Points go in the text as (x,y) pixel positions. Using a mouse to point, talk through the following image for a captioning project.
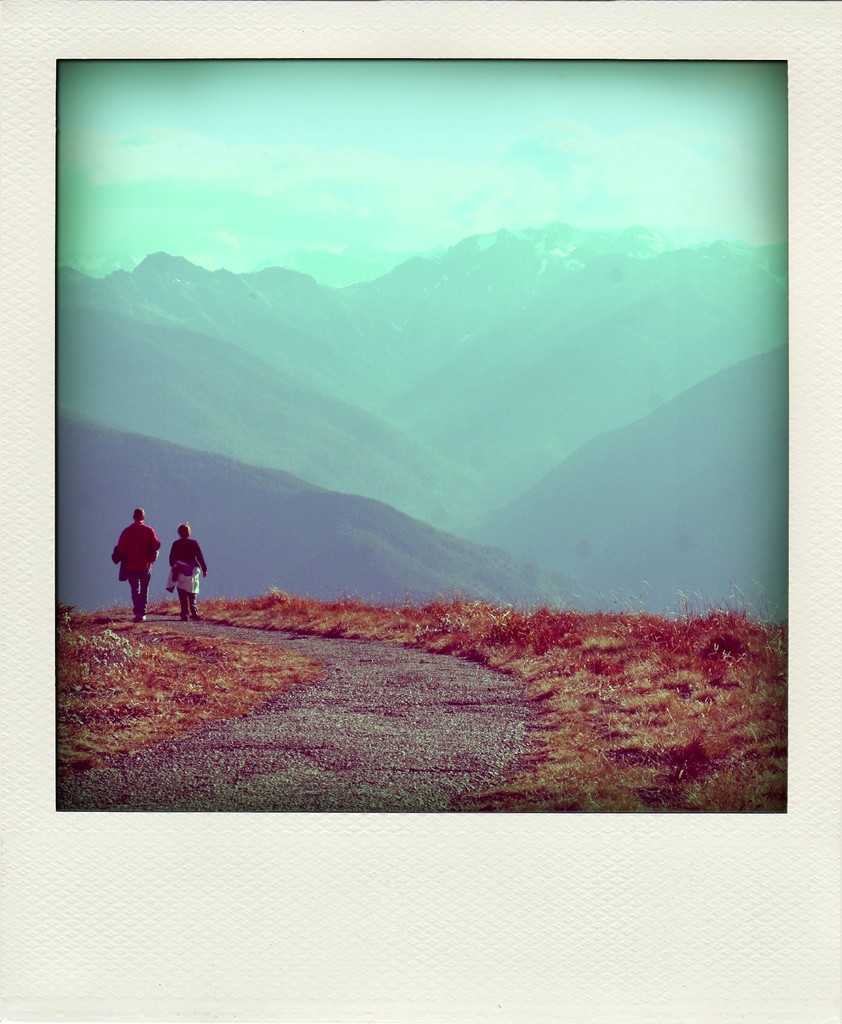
In this image there are two people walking on the road (353,736). At the bottom of the image (610,698) there is grass (596,705) on the surface (588,697). In the background of the image (416,543) there are mountains (424,385). At the top of the image (326,185) there are clouds (278,166) in the sky (362,173).
